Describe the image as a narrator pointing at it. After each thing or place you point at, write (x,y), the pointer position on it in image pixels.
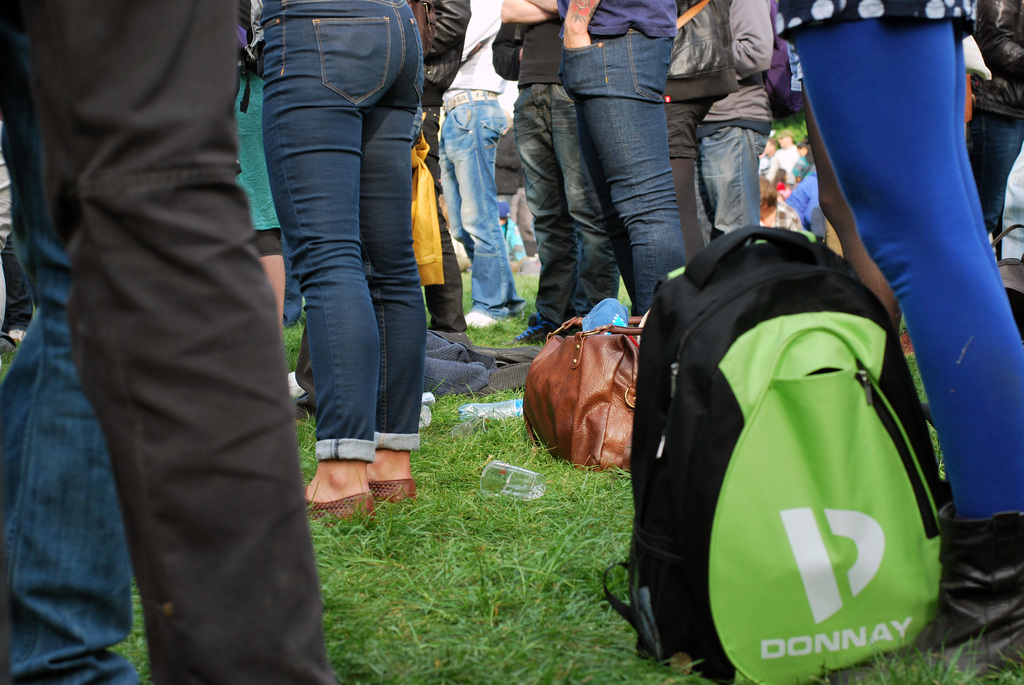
In this image i can see there are group of people (238,281) are standing on the grass (455,564). I can also see there is a bag (728,447).
